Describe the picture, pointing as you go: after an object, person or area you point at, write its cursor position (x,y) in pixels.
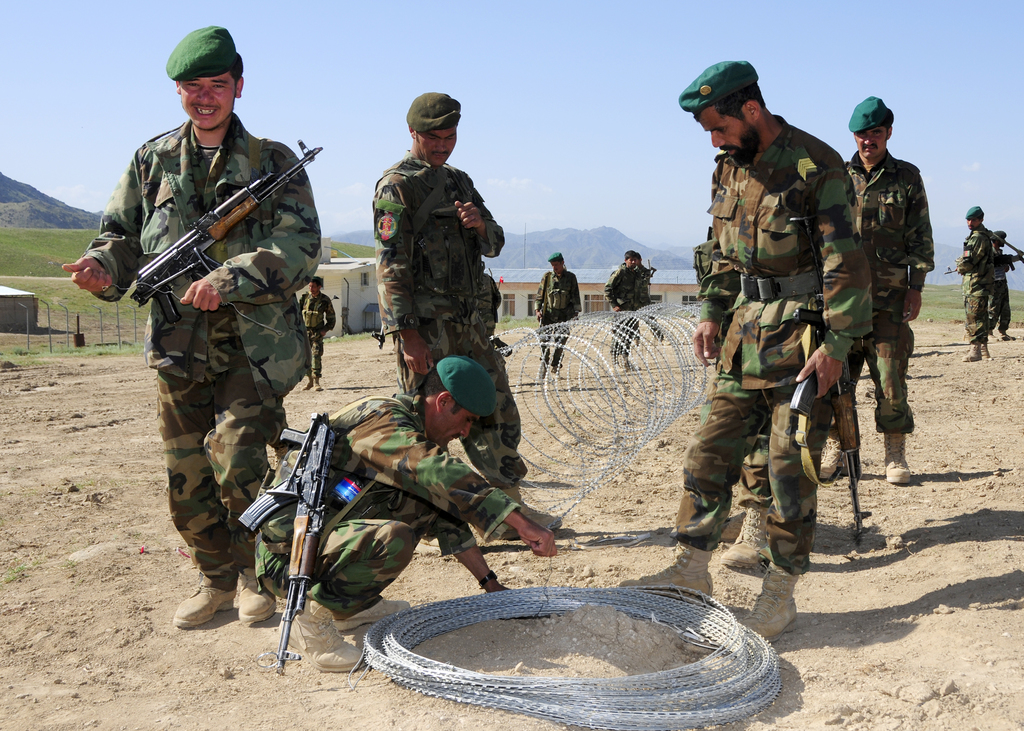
In this image we can see a group of people (457,278) wearing military dress (243,245) and caps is standing on the ground (268,638). One person (785,389) is holding a gun (835,397) in his hand (806,373). One person (548,545) is holding a wire (250,322) in his hand (211,299). In the background (339,289), we can see a building (521,290) with windows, a fence (67,321) and group of mountains (14,185) and the sky (591,103).
